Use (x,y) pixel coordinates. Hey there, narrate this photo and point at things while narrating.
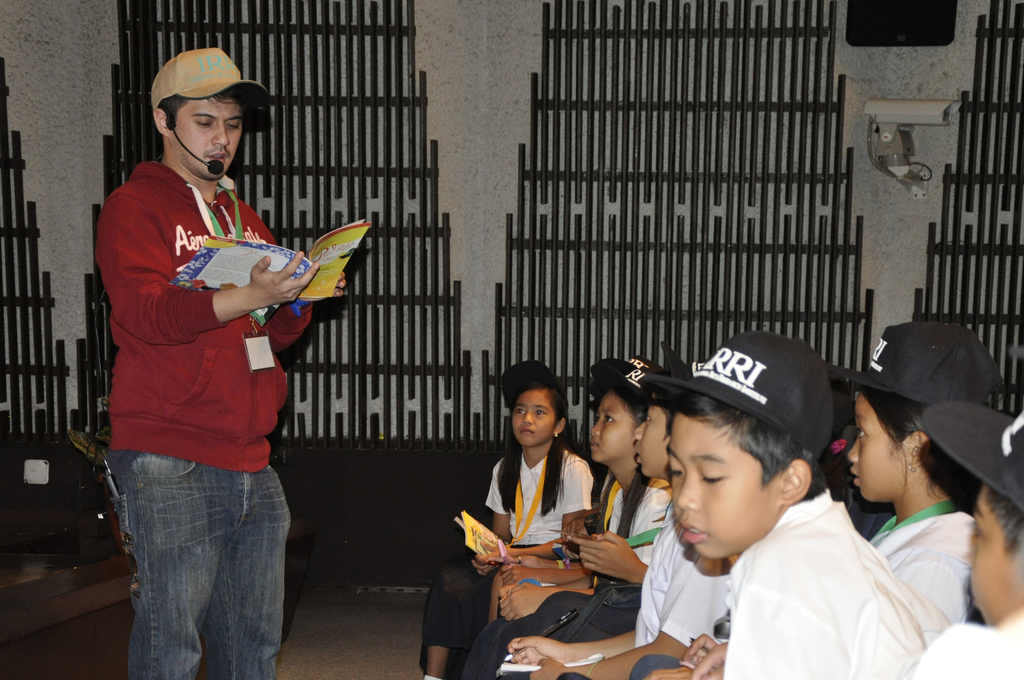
In the image there are few kids (558,463) on the right side (755,482) in white t-shirt (767,638) and black caps (917,390), on the left side (206,143) there is a man (210,322) standing in maroon hoodie (165,307) and jeans (156,595) holding a book (312,283) and talking on mic (210,161), in the back (642,139) there is a cc camera (897,148) on the wall (407,160).
